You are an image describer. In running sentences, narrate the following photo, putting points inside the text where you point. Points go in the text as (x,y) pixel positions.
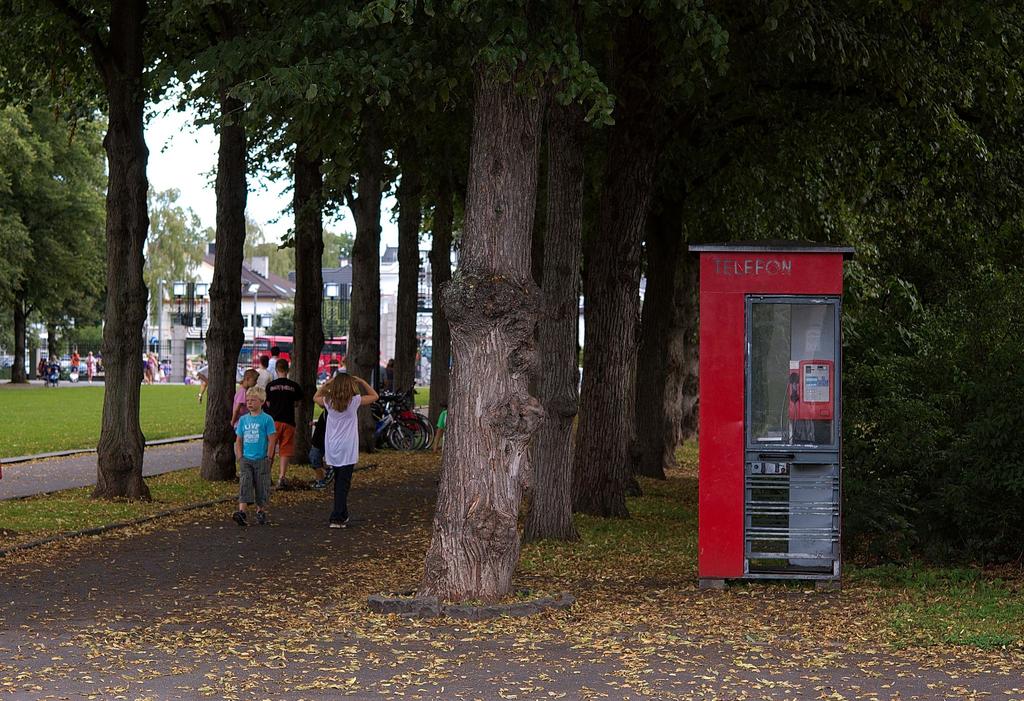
In this picture, we can see a few people (246,387), and we can see the ground (536,620), with grass (991,604), trees (233,178), dry leaves (587,627), booth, and we can see poles (255,302), lights (200,291), buildings (242,276), and the sky (175,160).
